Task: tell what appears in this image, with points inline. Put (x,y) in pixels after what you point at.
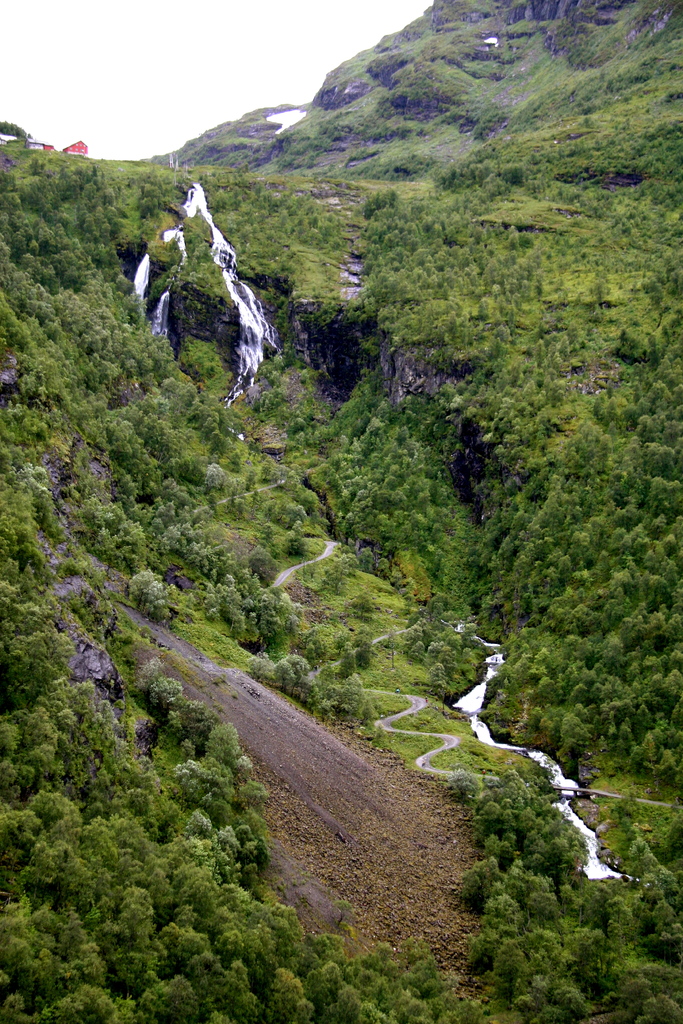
At the bottom (534,874), we see the trees (502,932) and the water (498,647) is flowing. In the middle (384,441), we see the waterfalls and trees (360,402). On the left side (73,143), it looks like a hut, which is in red color. There are hills (409,110) and the trees (301,494) in the background (50,164). At the top (135,81), we see the sky (176,48).
